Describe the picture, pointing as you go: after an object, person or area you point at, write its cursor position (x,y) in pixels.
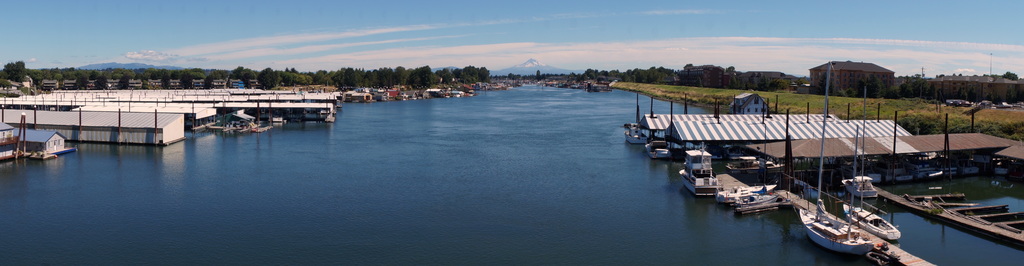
In this image I can see the water (385,170), few boats (699,179) on the surface of the water (672,186), few sheds (122,125) and few buildings (400,98). In the background (401,84) I can see few trees (167,77) which are green in color, few mountains (521,65) and the sky (604,33).
